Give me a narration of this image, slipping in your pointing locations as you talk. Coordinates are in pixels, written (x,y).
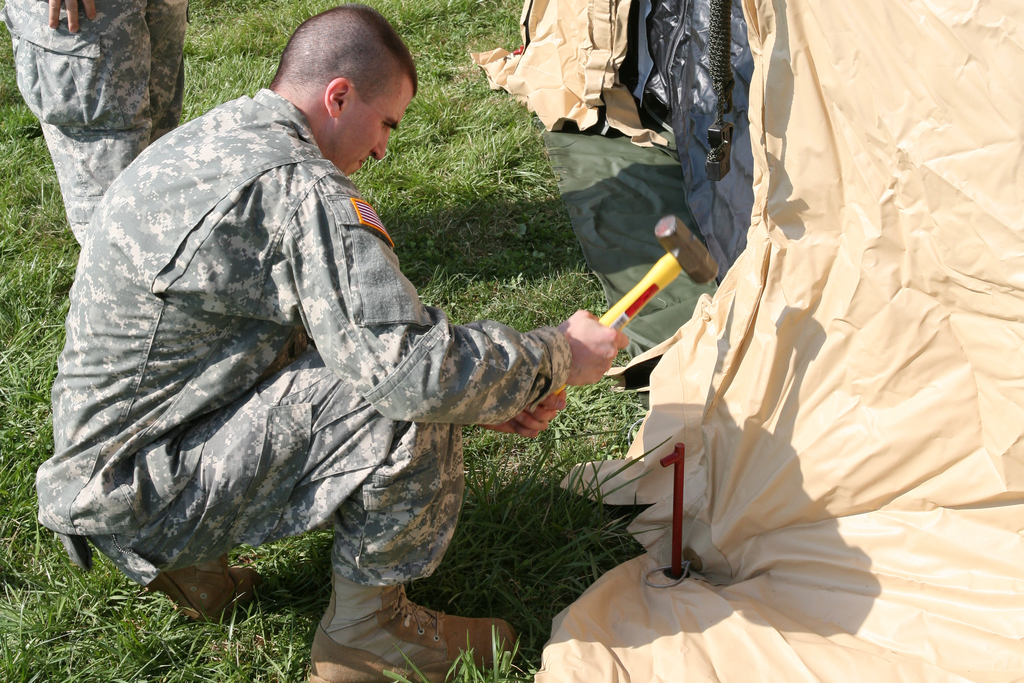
In this picture we can see a person (188,342) is in squat position and holding a hammer (660,274). Behind the person (118,233) another person (96,131) is standing. On the right side of the people (187,245) there is a tent (711,90) and some objects (679,449).
